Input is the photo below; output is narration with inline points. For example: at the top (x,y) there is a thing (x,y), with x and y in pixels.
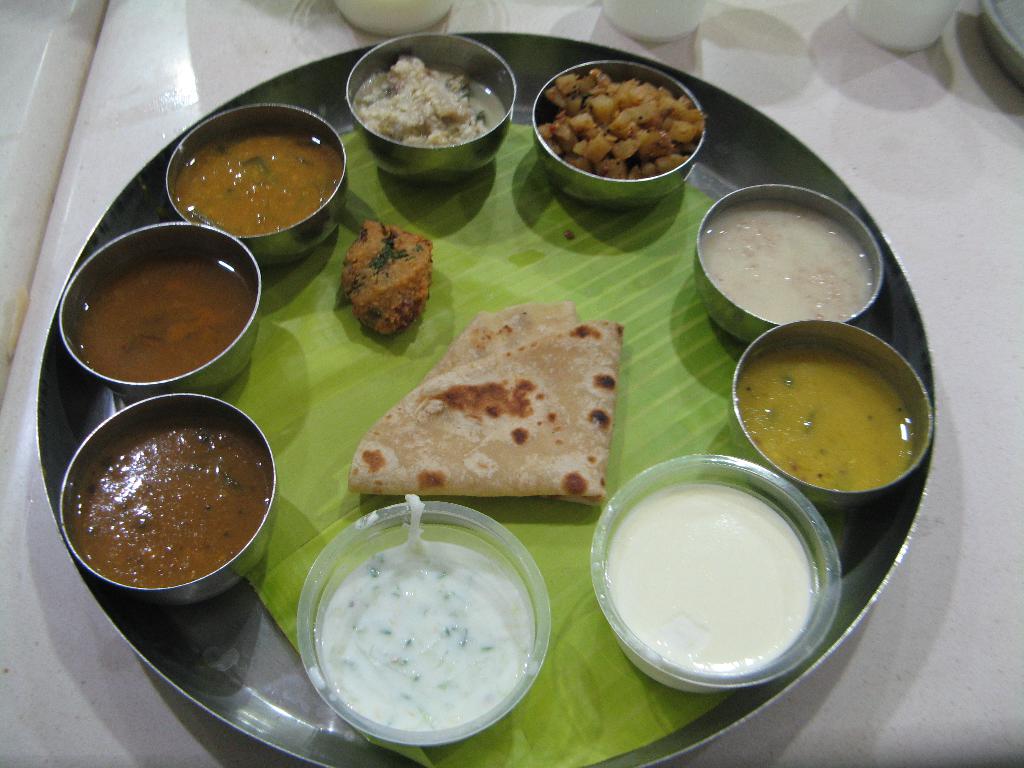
In the center of the image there is a plate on the table (925,116). In plate (390,541) there are many food items (681,611).
